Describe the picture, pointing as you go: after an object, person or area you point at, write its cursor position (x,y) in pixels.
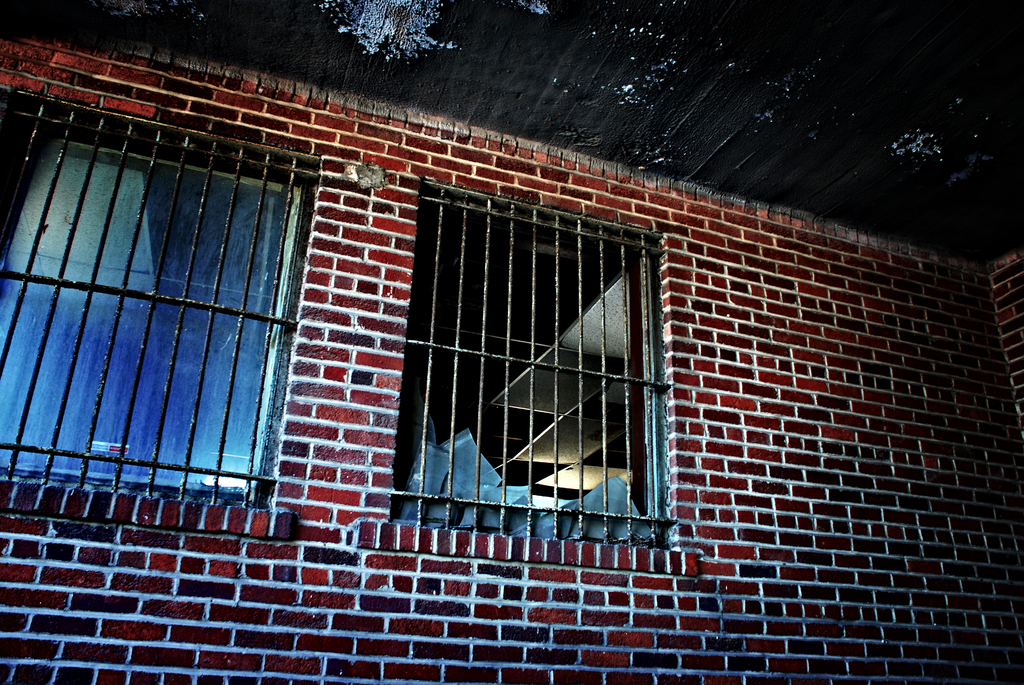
In this image we can see the brick wall (630,620) and windows (225,473) through which we can see the ceiling (512,439) and some objects (496,516) here.
